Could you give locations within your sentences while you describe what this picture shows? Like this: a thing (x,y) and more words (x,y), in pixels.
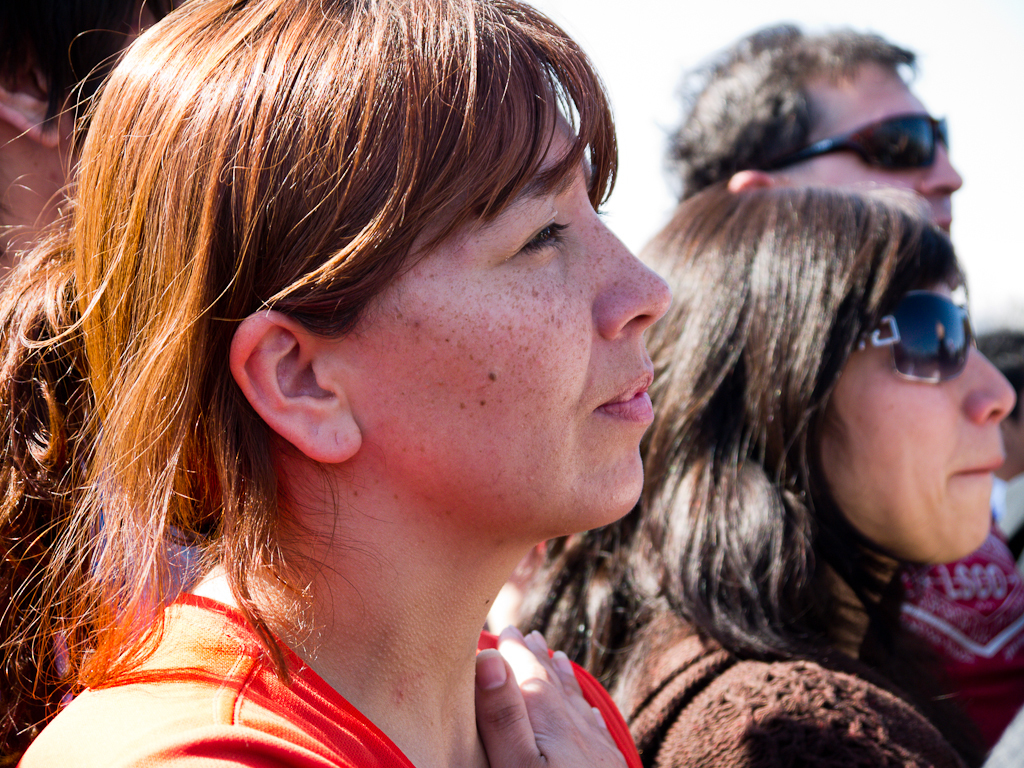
In this image there are persons (562,344).
